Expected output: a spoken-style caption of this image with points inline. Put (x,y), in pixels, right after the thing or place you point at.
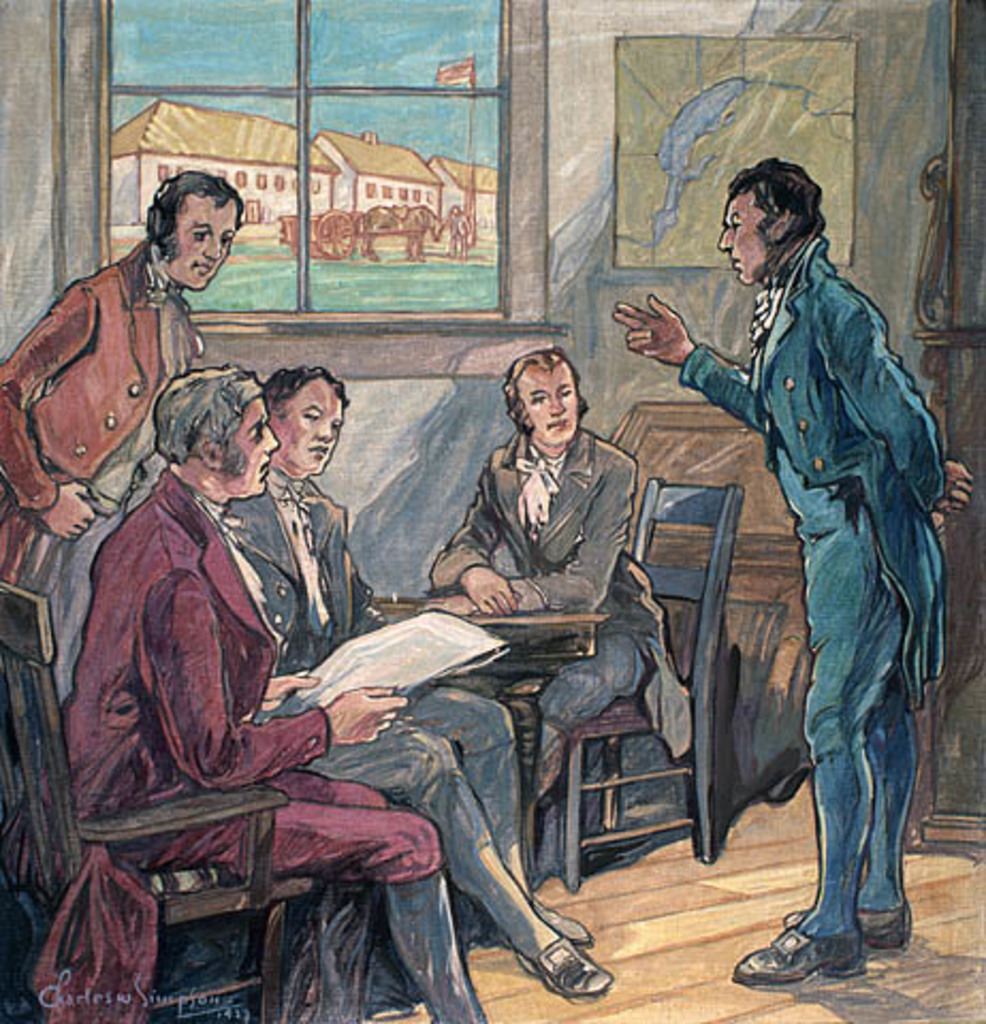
In this image I can see the painting (451,514) of the people (226,542). I can see three people (464,810) are sitting on the chairs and one person (152,726) holding something. In the background (284,195) I can see the frame (709,267) and window (244,292) to the wall (420,530). Through the window (295,257) I can see the cart (313,242), horses (400,220) and the sky (315,45).
